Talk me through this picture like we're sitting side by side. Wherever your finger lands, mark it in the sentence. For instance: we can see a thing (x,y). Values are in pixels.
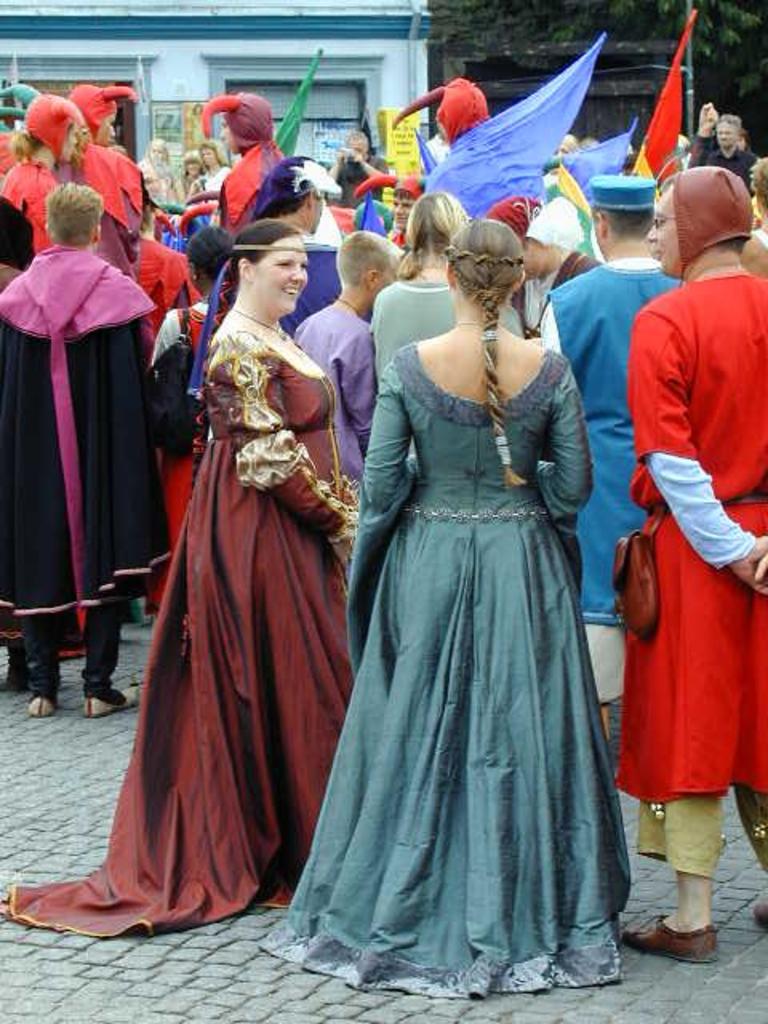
In the foreground of this picture (437,559), there are two women (515,639) and a men (701,539) standing and talking to each other. In the background (619,473), there is the crowd (61,194) standing and holding flags (281,147) in their hand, a building (332,21) and a tree (581,27).
